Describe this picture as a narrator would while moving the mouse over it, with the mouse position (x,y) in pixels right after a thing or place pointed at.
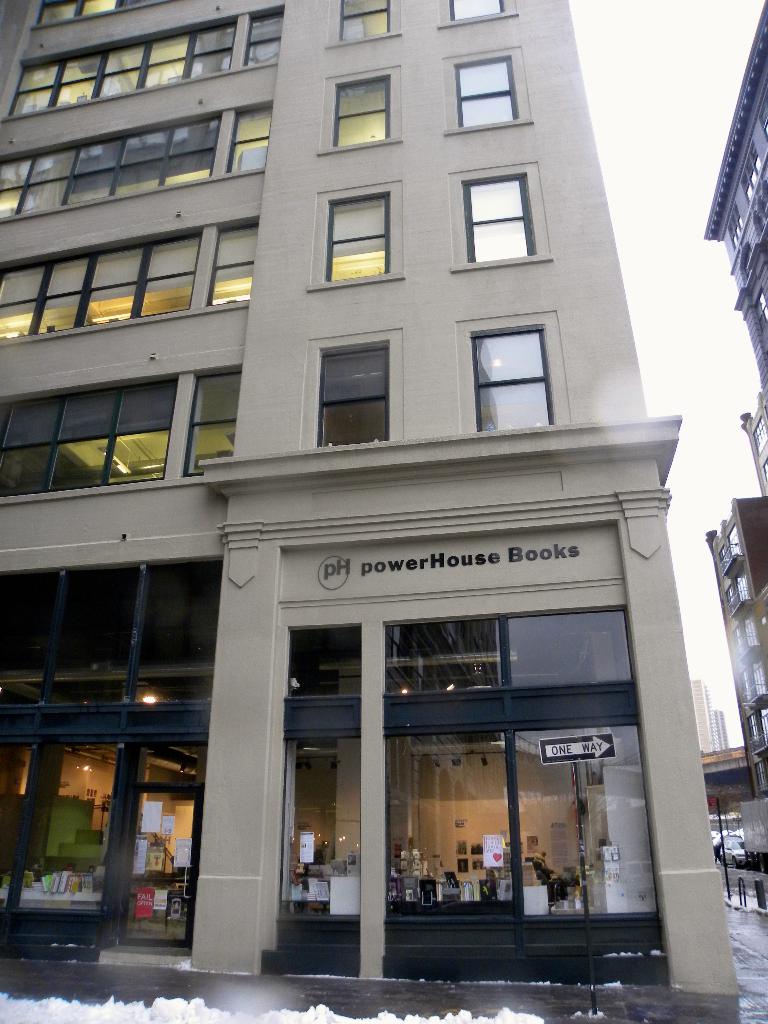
In this image I can see few buildings (548,311), glass windows (129,611), stores (186,805), glass doors (174,804), poles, signboard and the snow (336,1020). The sky (677,210) is in white color.
